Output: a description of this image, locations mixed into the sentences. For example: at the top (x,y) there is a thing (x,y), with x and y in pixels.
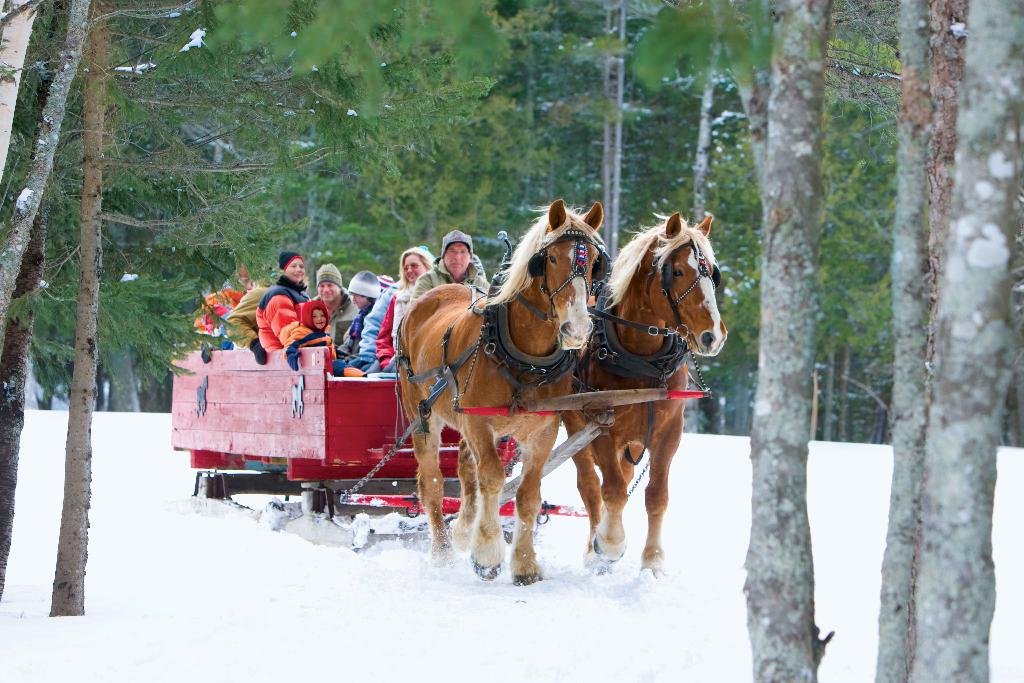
In this image in the center (342,337) there are group of persons (322,337) sitting in a cart (345,381) which is carried by the horses (476,399). In the background (528,139) there are trees (330,173) and in the front (534,628) there is snow (426,641) on the ground (263,581).
